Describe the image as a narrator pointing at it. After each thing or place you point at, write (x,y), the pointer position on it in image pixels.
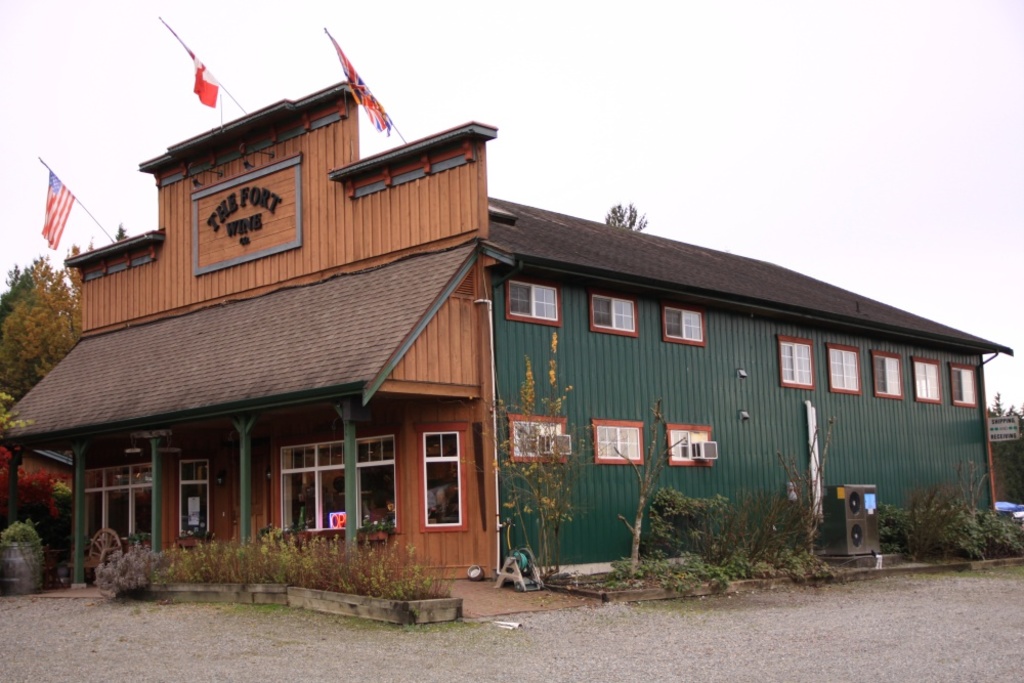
As we can see in the image there is a house (560,370), flags (51,237), trees (4,408), plants (912,526), machine (852,544) and on the top (630,111) there is sky (630,111).
